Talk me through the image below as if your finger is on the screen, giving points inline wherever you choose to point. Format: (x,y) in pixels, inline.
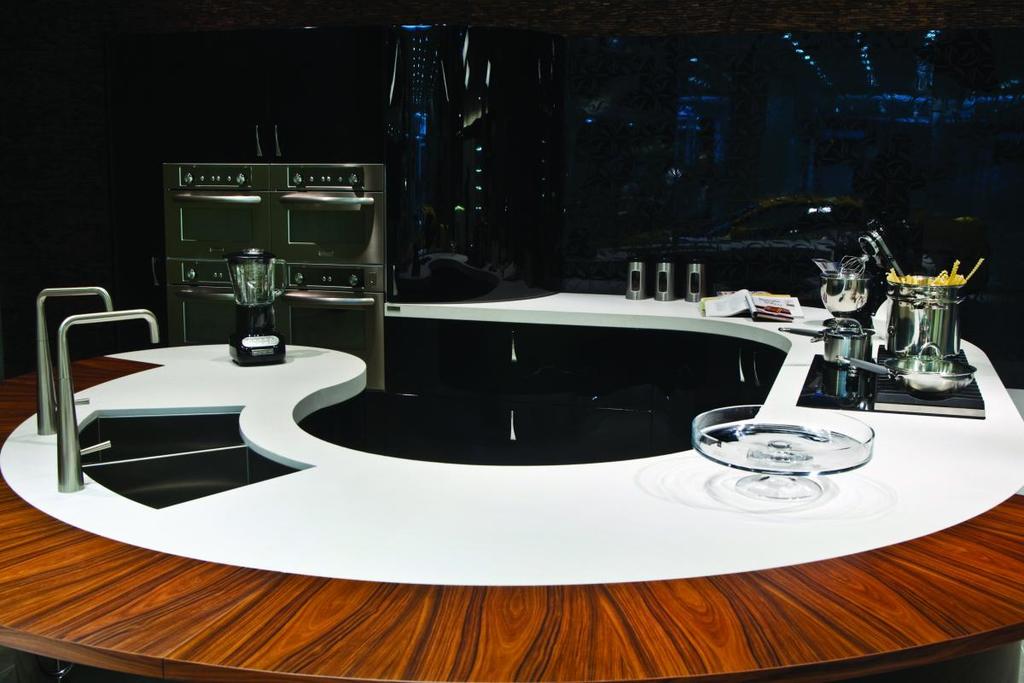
In this picture there is a wash basin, a bowl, stove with some vessels (924,301), mixer (233,259), a micro oven (292,288).
